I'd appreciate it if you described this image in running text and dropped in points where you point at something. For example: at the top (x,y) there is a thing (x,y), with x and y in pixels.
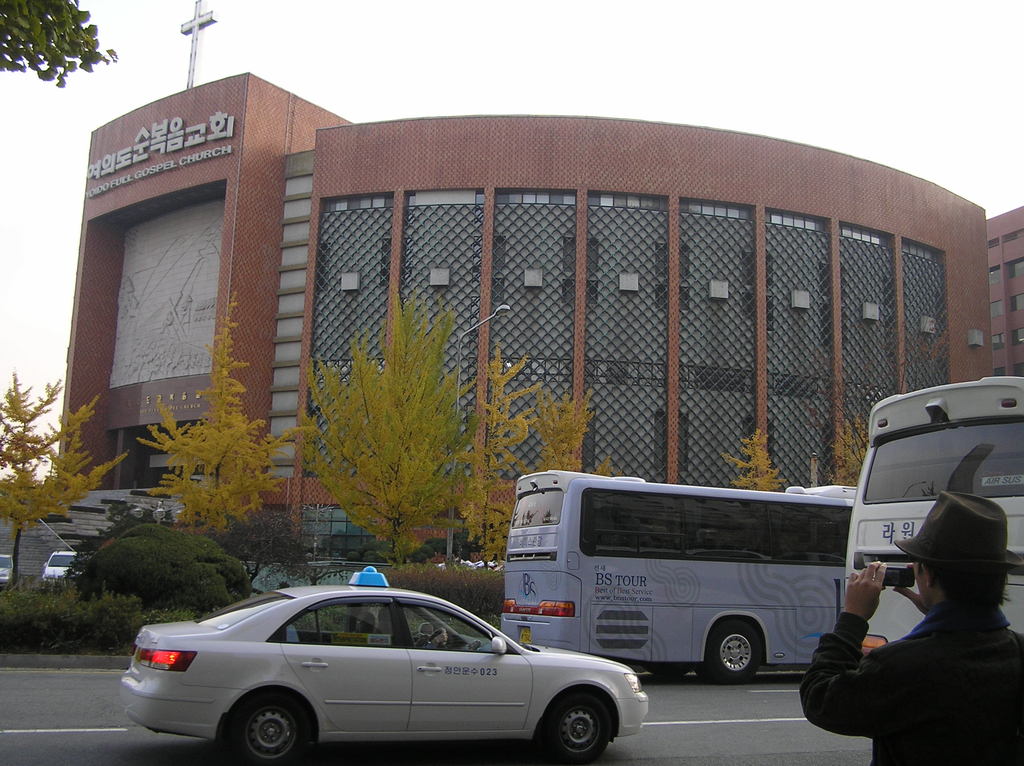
In this image I can see a road (152,741) in the front (484,676) and on it I can see three vehicles (557,646). I can also see one person (945,749) on the right side (904,542) and I can see he is holding a camera (904,573). In the background (22,595) I can see few trees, few plants (211,539), few more vehicles (3,563) and a building (304,376). On the left side of this image (229,131) I can see something is written on the building (264,167) and on the top left corner of this image (102,61) I can see green leaves (51,25).
